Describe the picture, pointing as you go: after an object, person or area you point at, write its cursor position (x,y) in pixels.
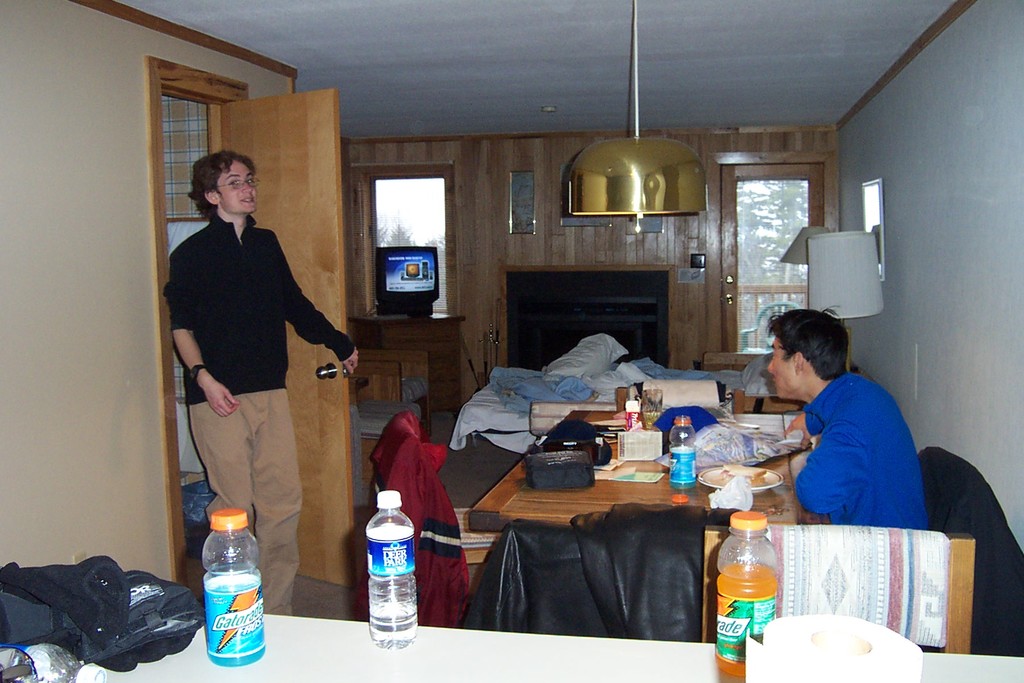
In this picture a guy (824,480) is sitting on the table (632,488) on which food items (686,451) are placed, to the left side of the image (253,291) a guy (253,279) is entering into the room (310,490). In the background (313,478) there are wooden doors (312,187) and a glass door (736,211).
